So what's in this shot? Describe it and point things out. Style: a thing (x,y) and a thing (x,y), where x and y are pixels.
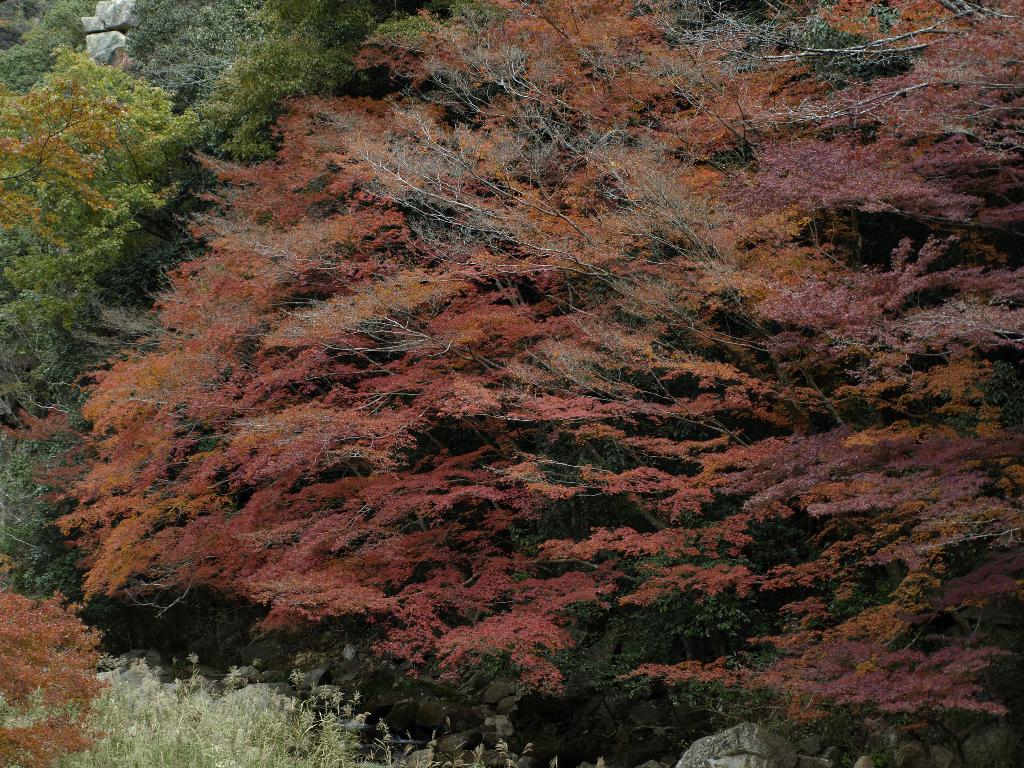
In this image we can see some trees (670,637), plants (676,638), and the rocks (731,742).
